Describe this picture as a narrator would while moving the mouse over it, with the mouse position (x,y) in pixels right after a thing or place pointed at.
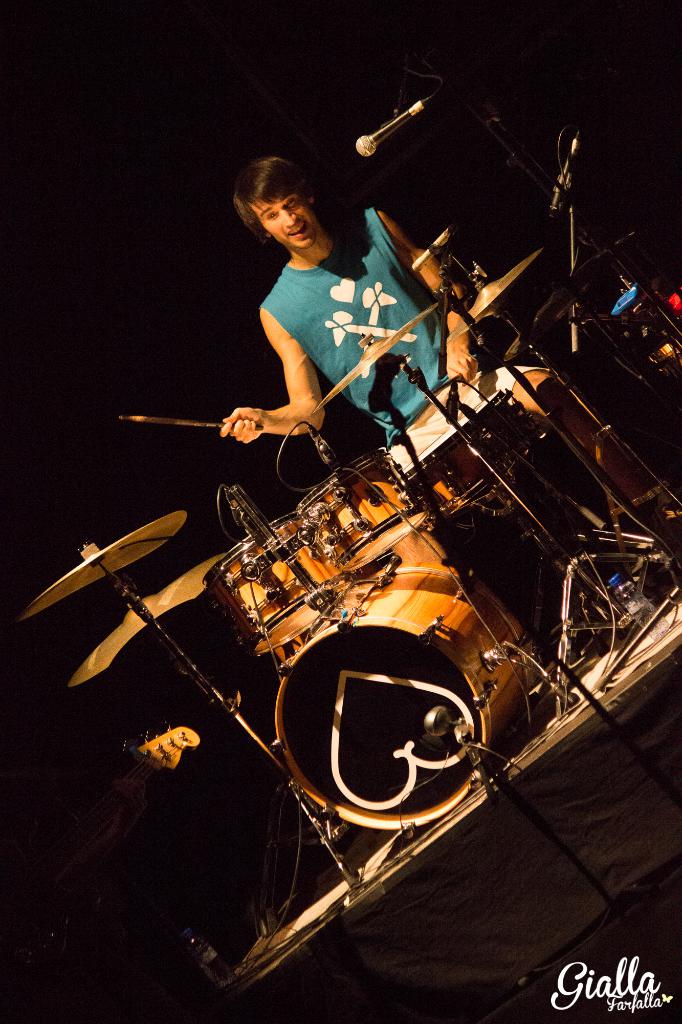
This is the picture of a person (318,339) in blue shirt (322,319) sitting in front of a musical instrument set (122,628) and playing it.
